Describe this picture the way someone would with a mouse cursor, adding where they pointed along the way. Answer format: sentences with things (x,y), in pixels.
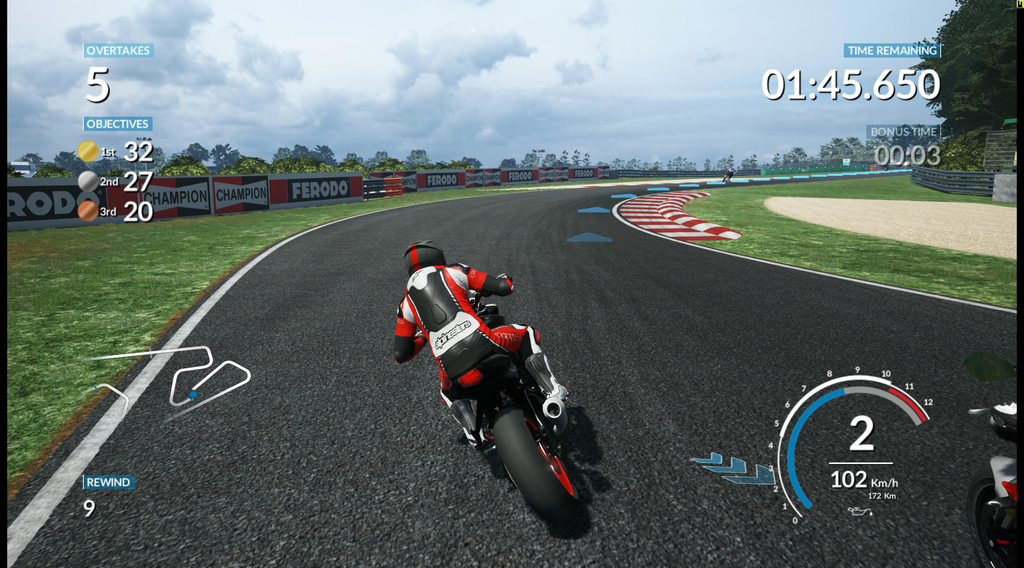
In this image I can see the digital art (396,336) in which I can see a person (443,287) wearing red, white and black colored dress (453,310) is riding a motor bike (488,373) on the road (311,455). I can see some grass (160,331) beside the road (611,249), the railing (932,182), few boards (257,185), few trees (289,168) and in the background (588,105) I can see the sky (412,71).
